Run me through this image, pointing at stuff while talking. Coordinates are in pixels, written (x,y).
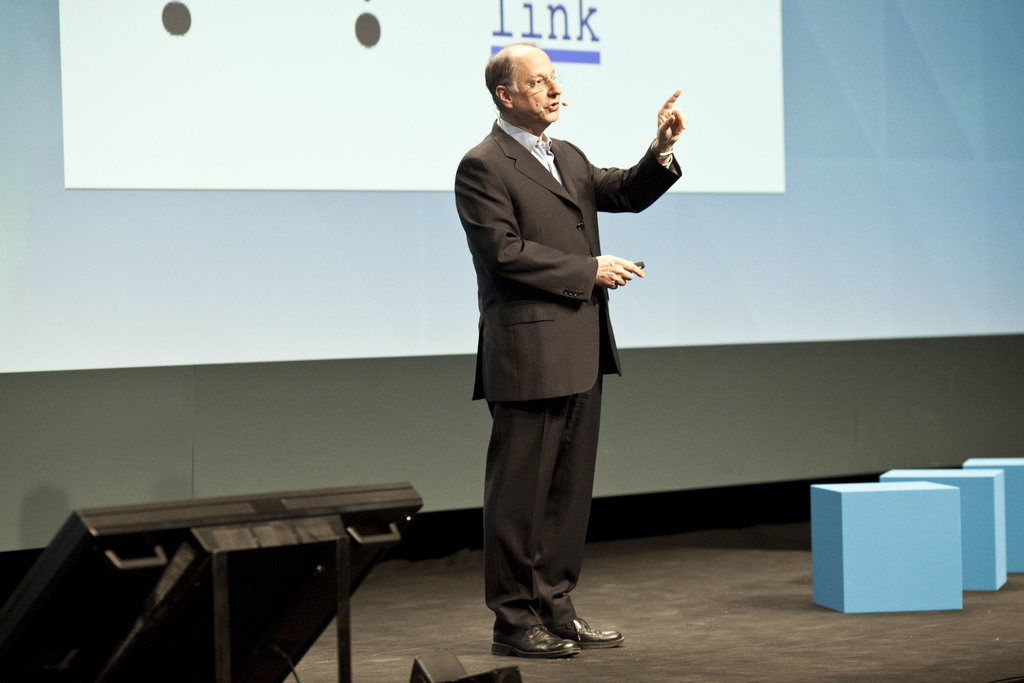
In the center of the image (601,356) we can see a person (553,230) wearing microphone (568,105) holding a device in his hand (615,264) is standing on the stage (642,635). In the left side of the image (286,567) we can see a device (186,590). In the right side of the image (840,556) we can see some blocks (922,575) placed on ground (879,642). In the background (866,366) we can see a screen (129,301) and a wall (883,349).
